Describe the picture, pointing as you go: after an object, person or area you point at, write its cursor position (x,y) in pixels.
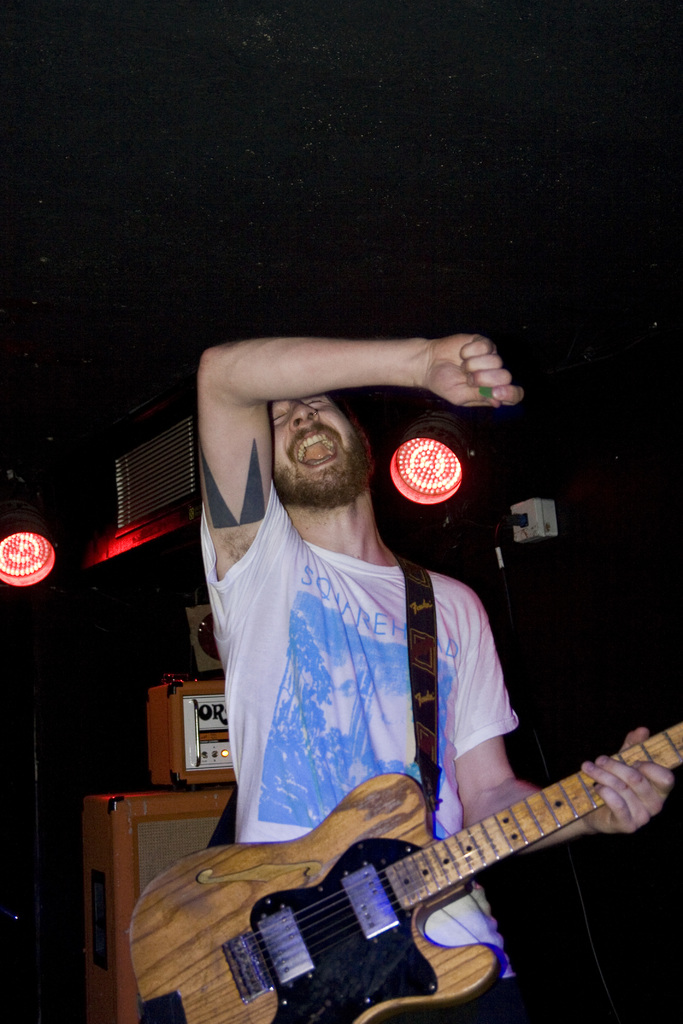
Background (566,207) is really dark. We can see lights (24,528) here and a device (184,776). We can see one man (510,1018) standing and he is holding a guitar (473,879) in his hand (624,791).
